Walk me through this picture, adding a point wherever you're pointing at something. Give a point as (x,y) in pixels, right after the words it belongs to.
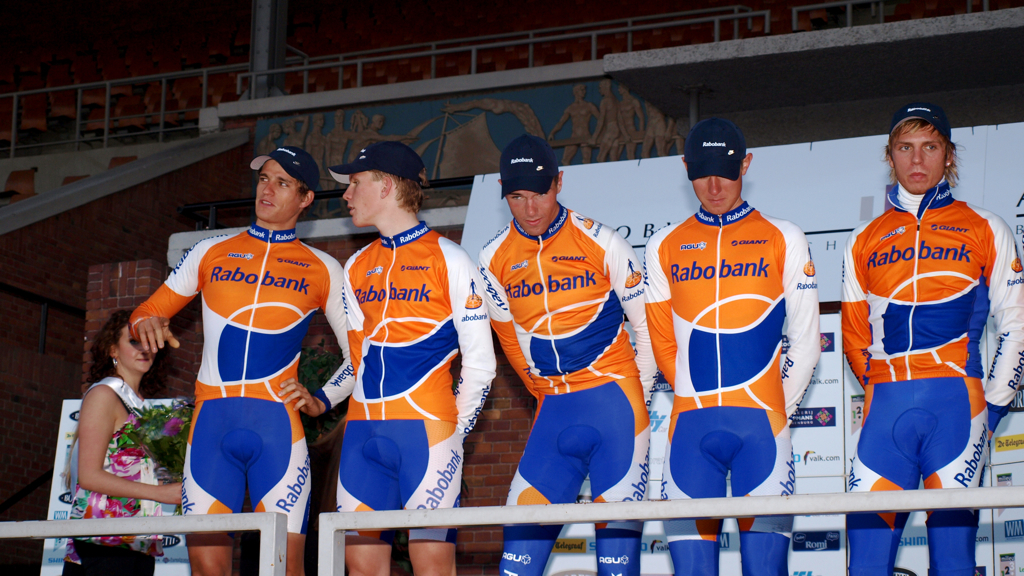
In this image we can see people (646,345) are standing and there is a woman (141,563) holding a bouquet (173,479). Here we can see railings (25,532), chairs (38,70), wall (477,158), pillar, and banners (803,457).
